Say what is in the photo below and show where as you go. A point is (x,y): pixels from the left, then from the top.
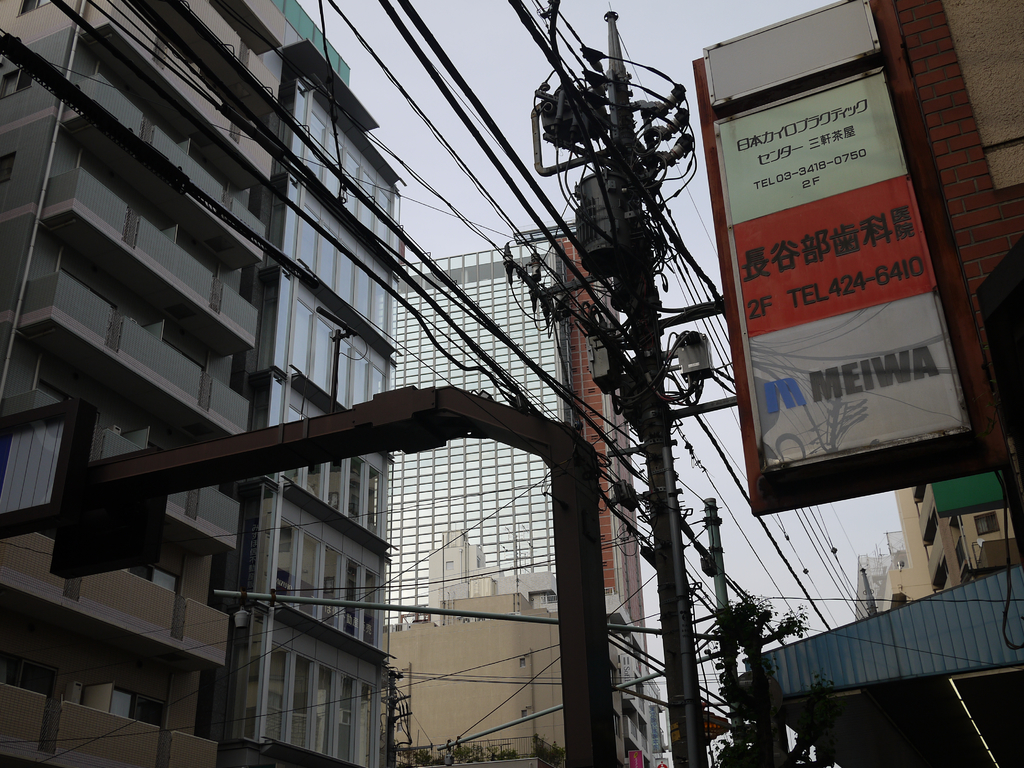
In this image I can see few buildings (156,361), current poles (718,576), wires (311,186), trees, boards (762,392) and the sky (679,467) is in white color.
